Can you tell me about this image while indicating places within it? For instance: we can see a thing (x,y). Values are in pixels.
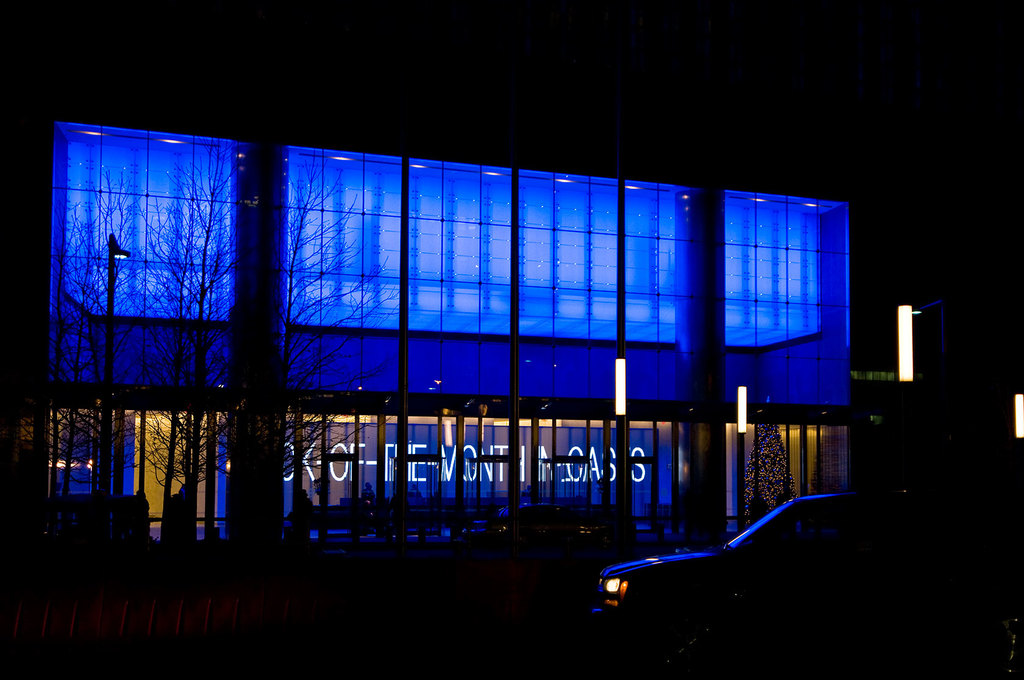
In this image in the center (554,288) there is a building (395,411), car (757,558), lights (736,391). On the left side (313,376) there are some trees (275,318), and the background (25,119) is black in color.
